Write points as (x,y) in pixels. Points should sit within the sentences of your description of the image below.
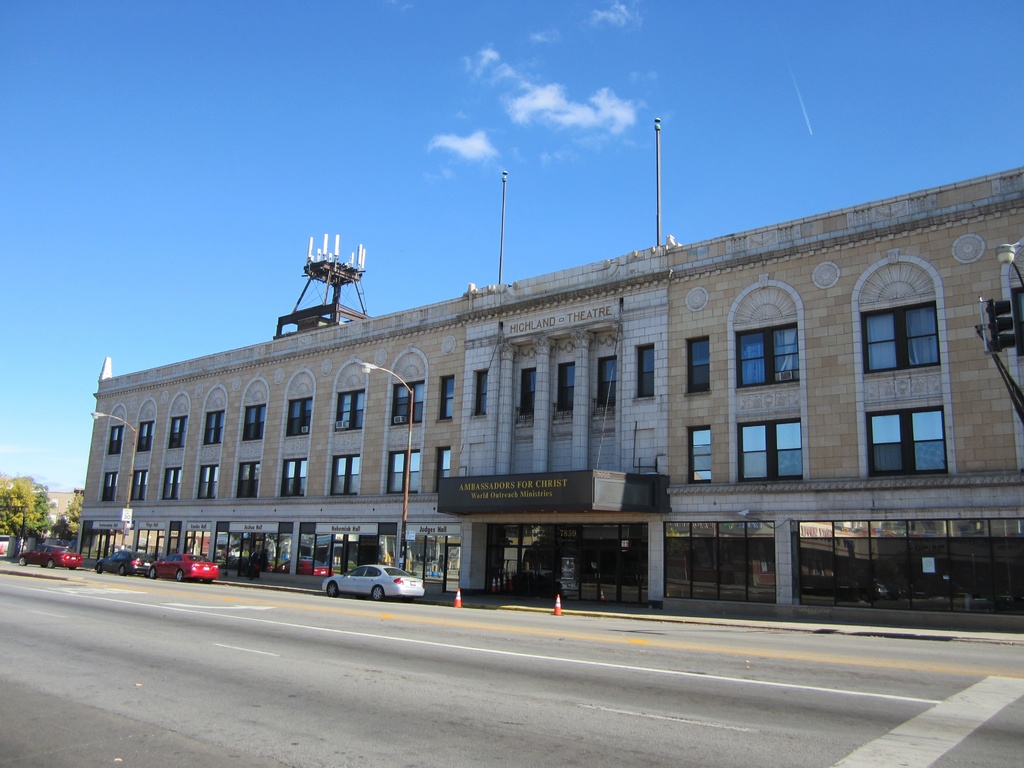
This is an outside view. At the bottom of the image (255,665) I can see few cars (115,559) on the road (284,659). In the background (564,372) there is a building (116,472) and a few trees (29,501). At the top (364,152) I can see the sky (309,152).
